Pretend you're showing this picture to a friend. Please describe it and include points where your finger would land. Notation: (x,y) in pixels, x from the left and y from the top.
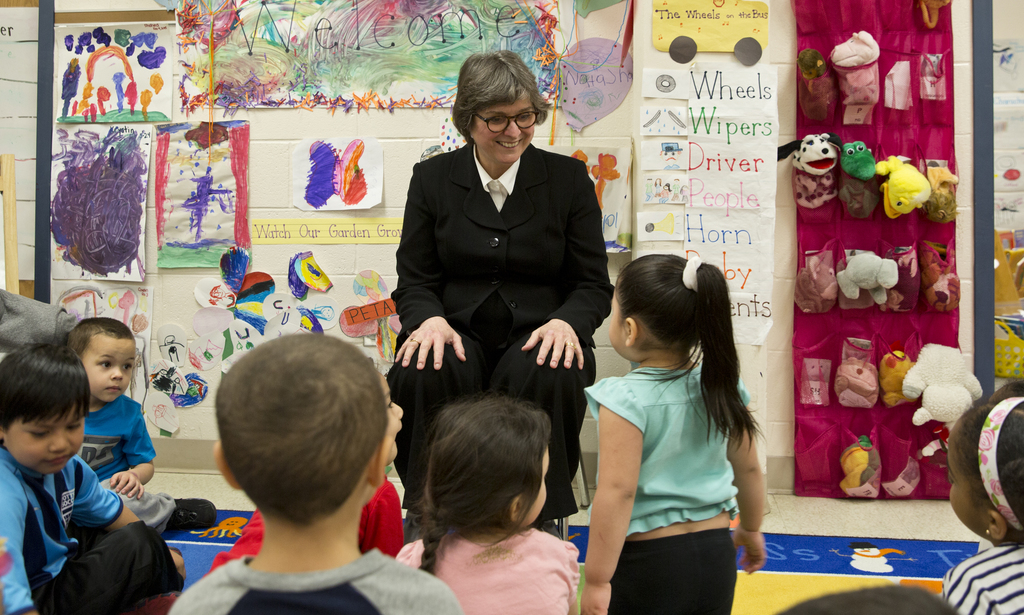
In this image we can see a woman (481,291) is sitting on the chair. At the bottom of the image (52,548), we can see children (68,526). In the background (764,257), we can see so many papers (305,97) and toys (899,167) on the wall (778,237).
